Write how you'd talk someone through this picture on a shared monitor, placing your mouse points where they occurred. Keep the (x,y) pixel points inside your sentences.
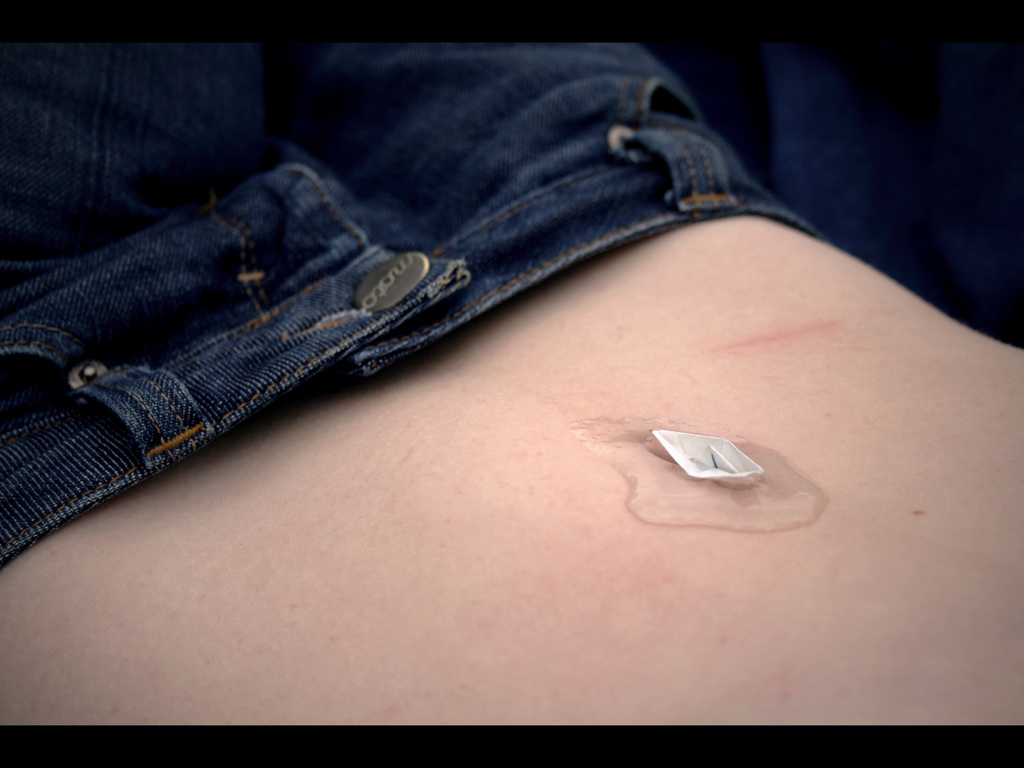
In this picture I can see there is a person (234,320) wearing jeans (25,272) and there is a paper boat (733,471) here.
